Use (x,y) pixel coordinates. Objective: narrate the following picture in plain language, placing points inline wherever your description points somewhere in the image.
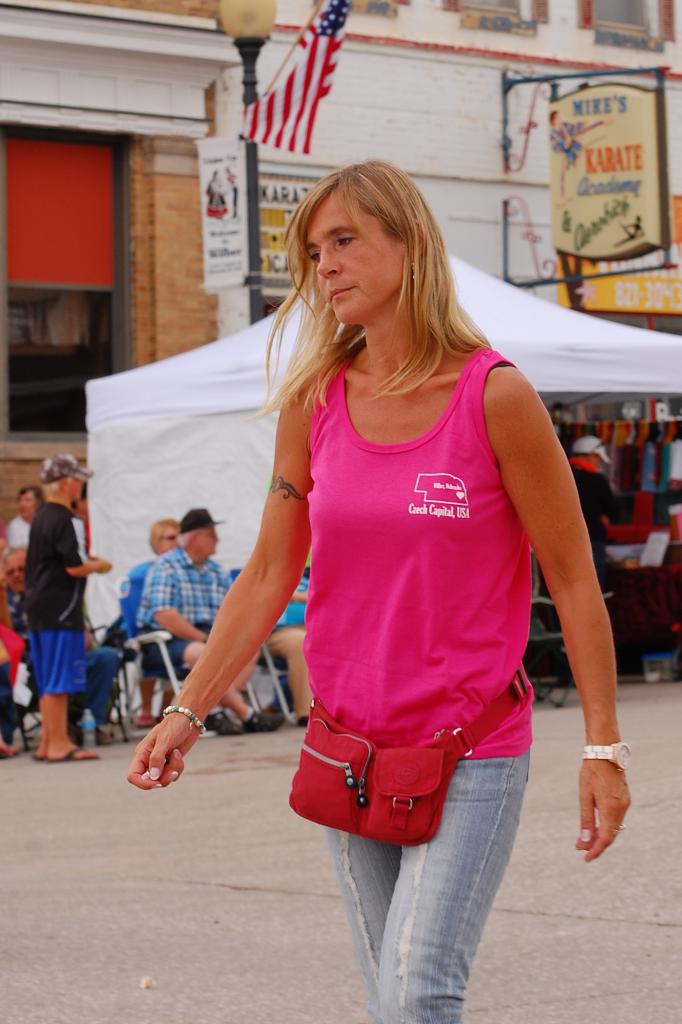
In this image we can see a woman (522,743) wearing the bag (372,744) and walking on the road (328,913). In the background (187,493), we can see the tent (160,435). We can also see the people (167,590) sitting on the chairs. There is a man (60,586) standing. We can also see the building (168,152), hoarding (602,112), light pole (246,6) with some banner (230,199) and also the flag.
